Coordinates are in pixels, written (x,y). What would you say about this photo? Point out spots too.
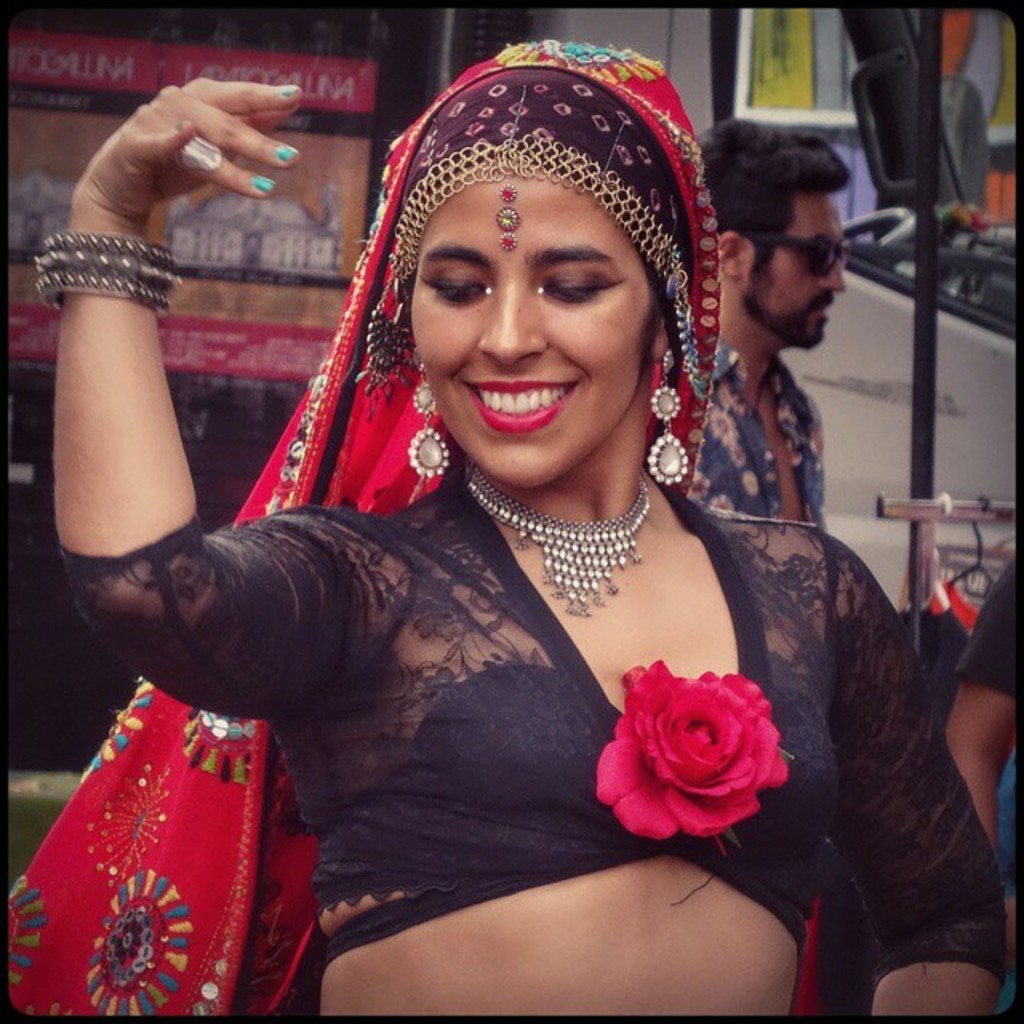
In this image on the foreground (533,459) there is a lady (541,569). She is dancing with a smiling face (536,472). In the background (820,511) there are many, people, vehicles (842,295) and hoardings (345,164).
